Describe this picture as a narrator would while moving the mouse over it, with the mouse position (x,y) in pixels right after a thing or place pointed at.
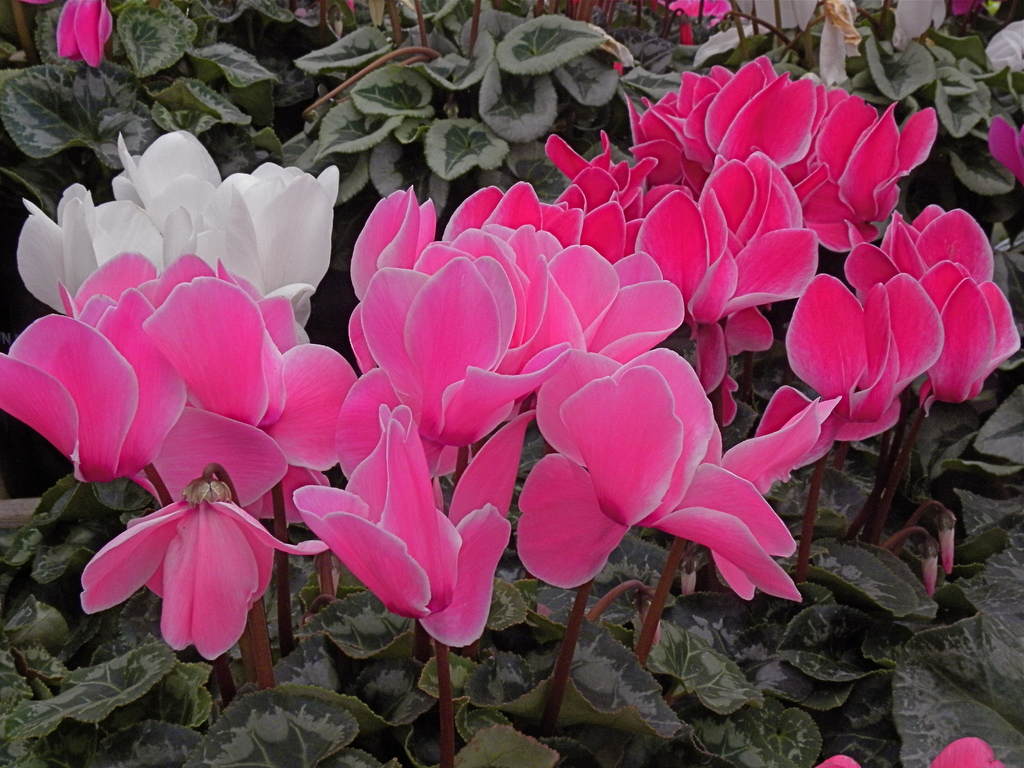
This is an image. In the foreground of the picture (305,241) there are cyclamen flowers (468,271). At the bottom (260,690) there are leaves (837,651) and buds (929,568). In the background (385,71) there are plants (473,57) and flowers (826,53).
